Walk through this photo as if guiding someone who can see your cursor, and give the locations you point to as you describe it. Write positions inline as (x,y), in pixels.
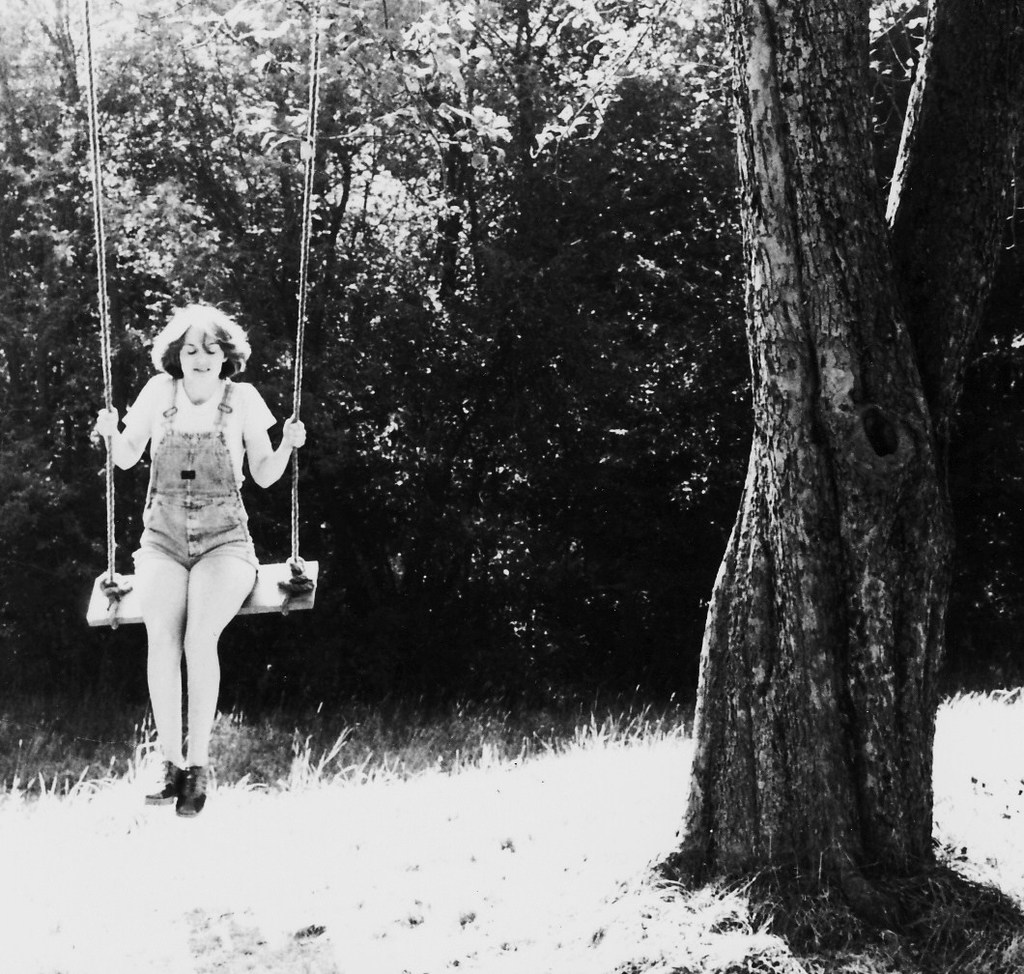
In this picture we can see a woman (284,443) is seated on the swing (107,544), in the background (87,467) we can find few trees (757,542), and it is a black and white photography.
